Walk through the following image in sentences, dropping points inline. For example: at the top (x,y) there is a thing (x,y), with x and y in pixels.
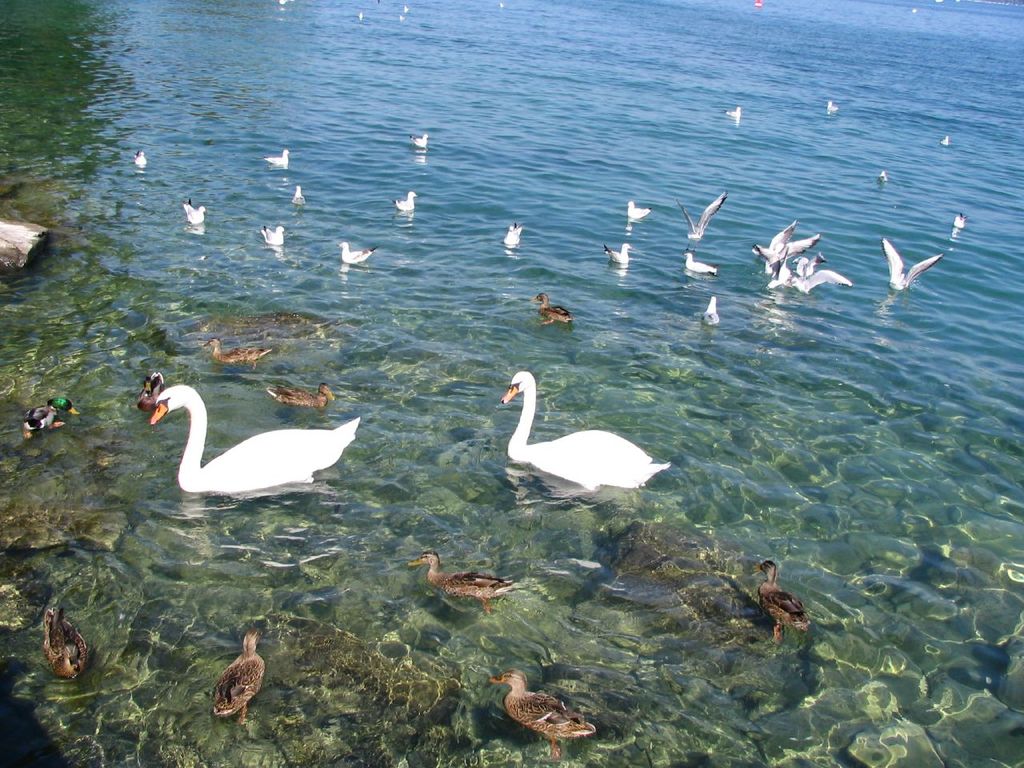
In this image, we can see some birds (346,263) and swans (587,451) in the water (450,284).
